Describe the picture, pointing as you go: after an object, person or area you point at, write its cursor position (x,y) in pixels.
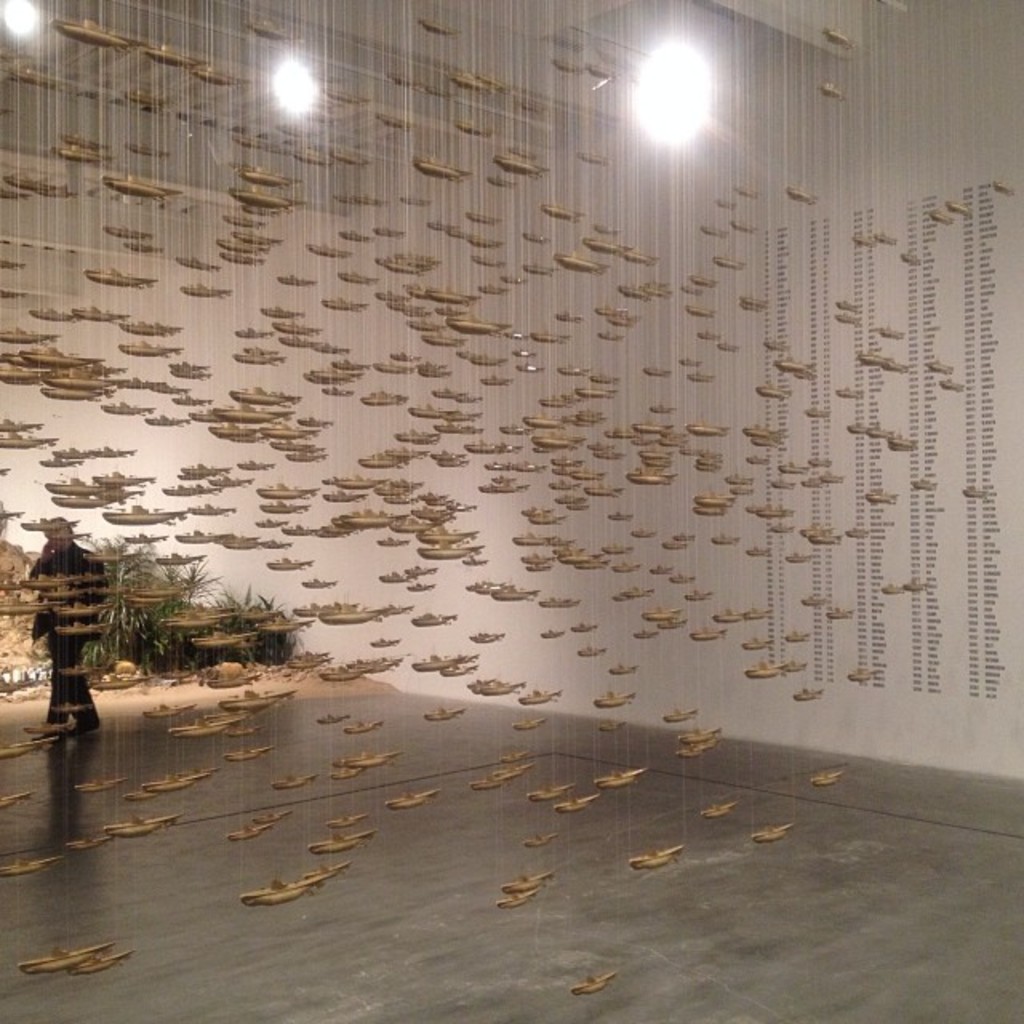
We can see small boats (475,641) are hanging. In the background (416,612) on the left side (147,612) we can see a person (76,565), plants (143,655) on the ground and wall (506,251). There are lights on the roof top (551,86) and at the bottom (381,927) we can see the floor (613,913).
